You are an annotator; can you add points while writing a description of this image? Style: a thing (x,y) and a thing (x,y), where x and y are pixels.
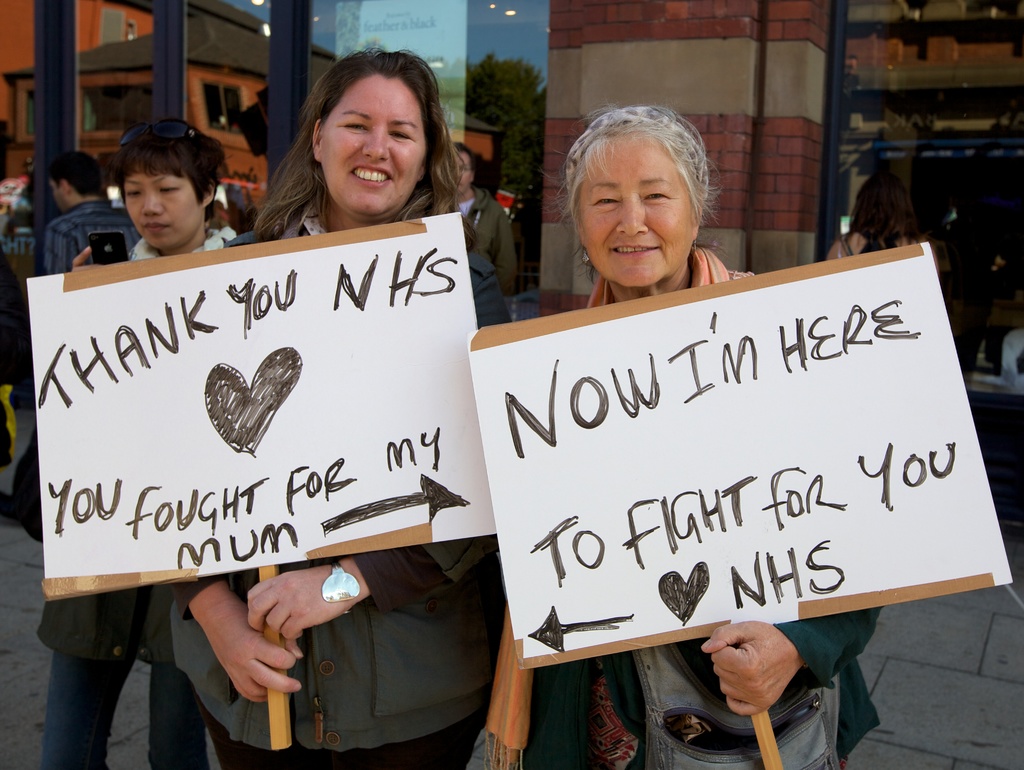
In this image we can see two women (332,204) are standing by holding boards (713,506) in their hands (717,629). In the background (19,143), we can see people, wall (672,85) and glass (127,57). We can see the reflection (97,87) of a building (149,44), trees (496,118) and the sky (519,25) on the glass (507,40).
